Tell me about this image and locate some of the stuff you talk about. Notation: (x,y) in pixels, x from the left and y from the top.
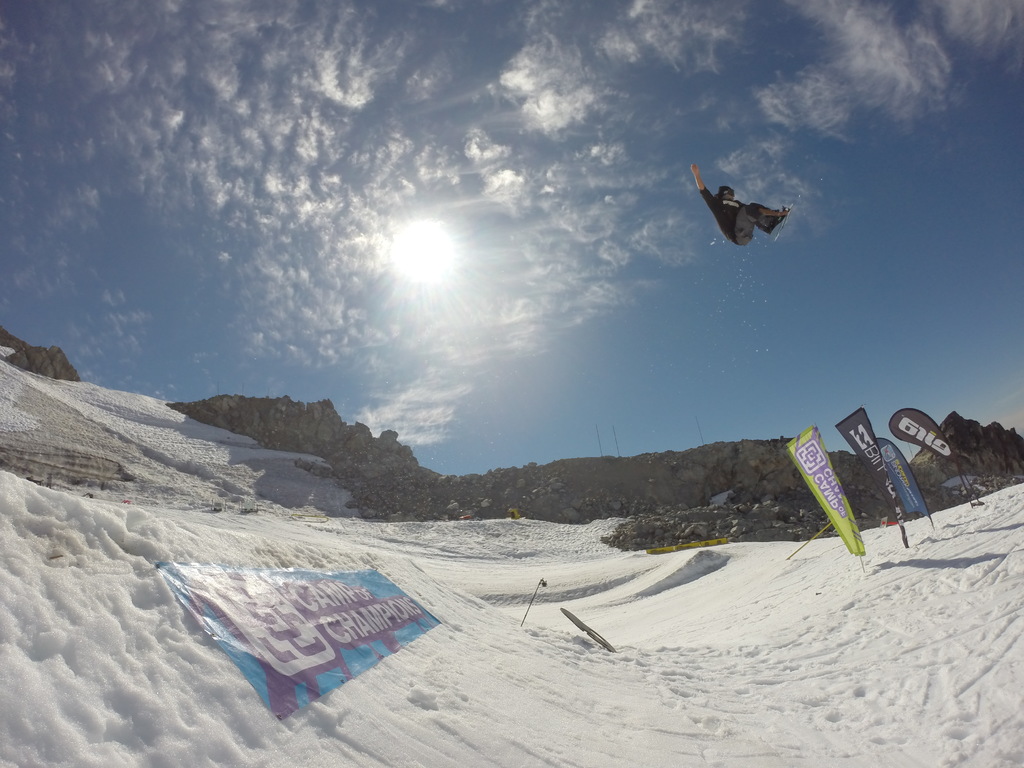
In this picture I can see snow (522,643). I can see mountains (376,487). I can see clouds (340,139) in the sky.
